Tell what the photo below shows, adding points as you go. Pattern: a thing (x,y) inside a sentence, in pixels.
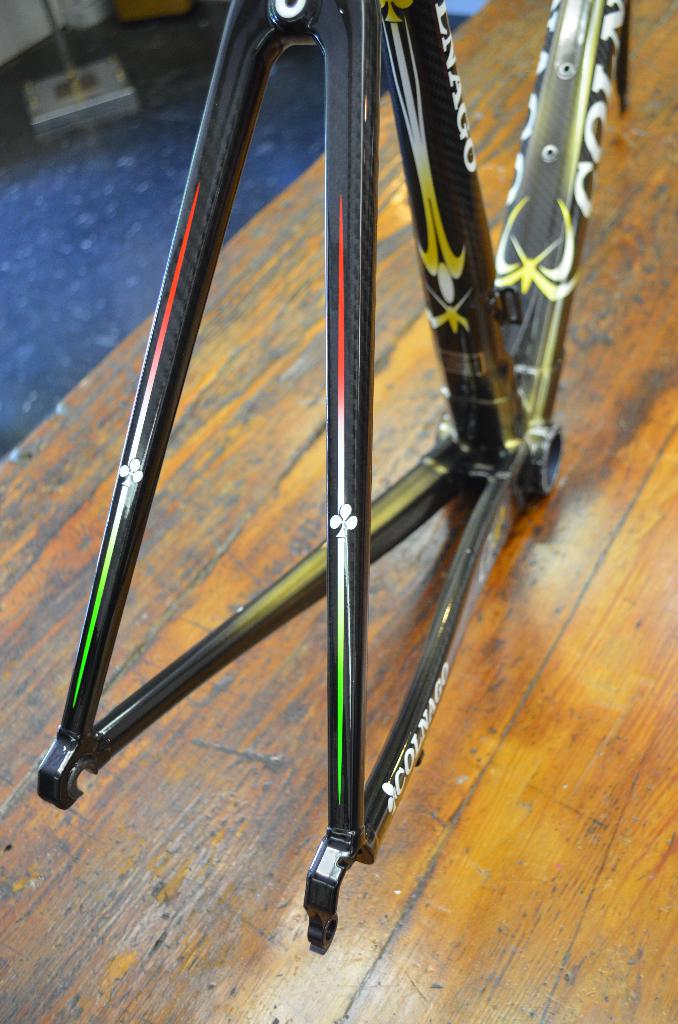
In this picture we can see a metal object (475,404) on the wooden surface (178,724) and in the background (132,3) we can see some objects (124,5) on the floor (131,256).
